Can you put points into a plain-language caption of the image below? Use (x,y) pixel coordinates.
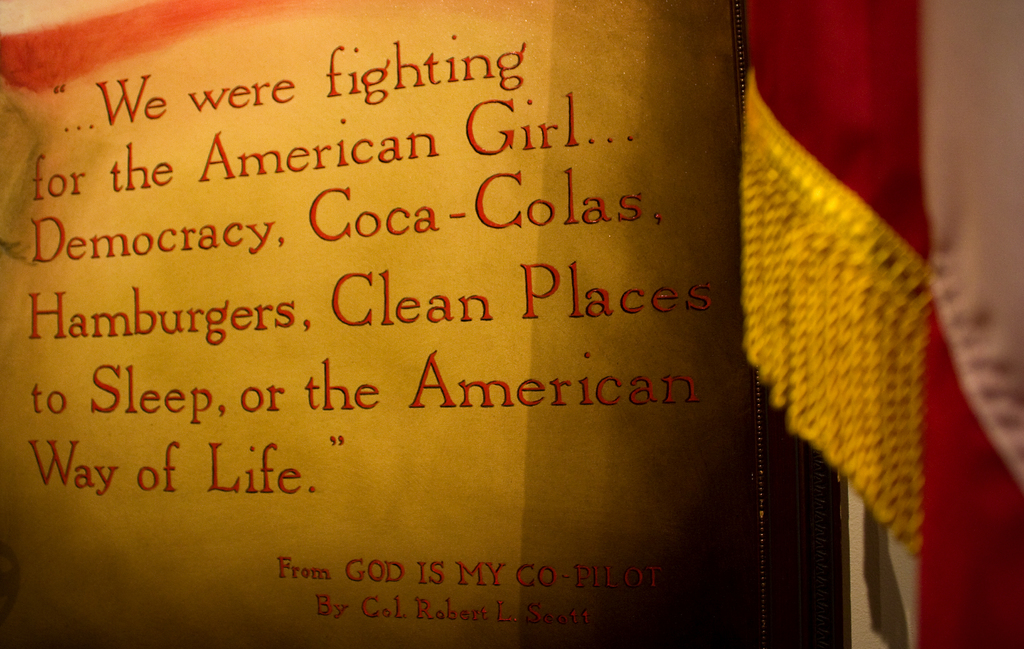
In this image I can see something is written on the red and yellow color cloth (399,305). To the side I can see an another cloth (898,448) and there is a blurred background (852,491).
